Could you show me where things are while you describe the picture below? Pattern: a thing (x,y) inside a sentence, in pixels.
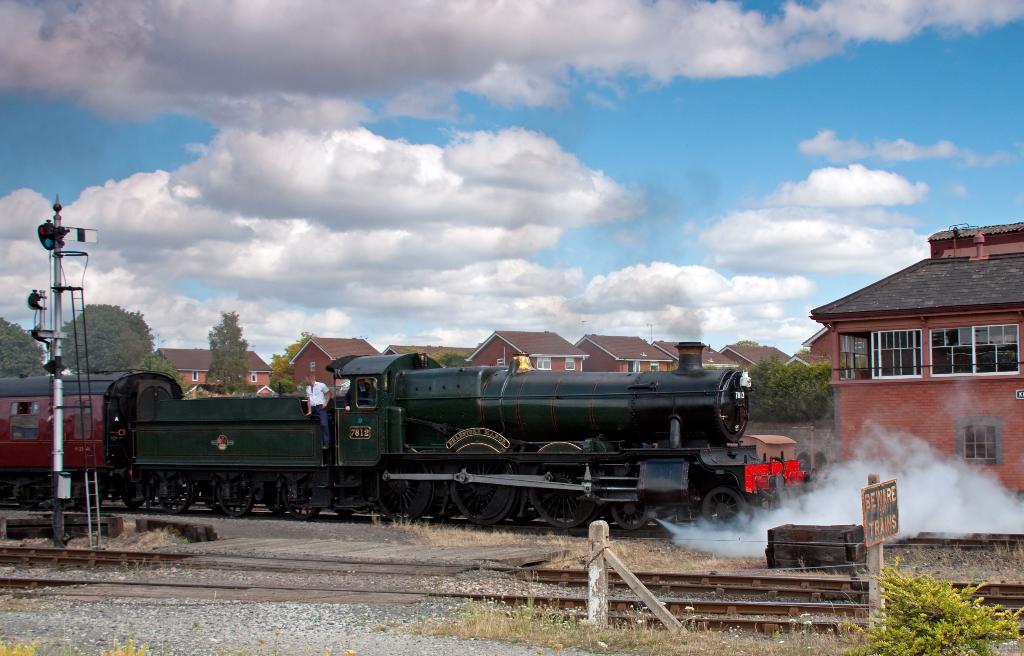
In the image there is a railway track (344,517), train (525,450) and behind the train (404,453) there are houses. There is a pole (58,341) on the left side of the image (64,260).
